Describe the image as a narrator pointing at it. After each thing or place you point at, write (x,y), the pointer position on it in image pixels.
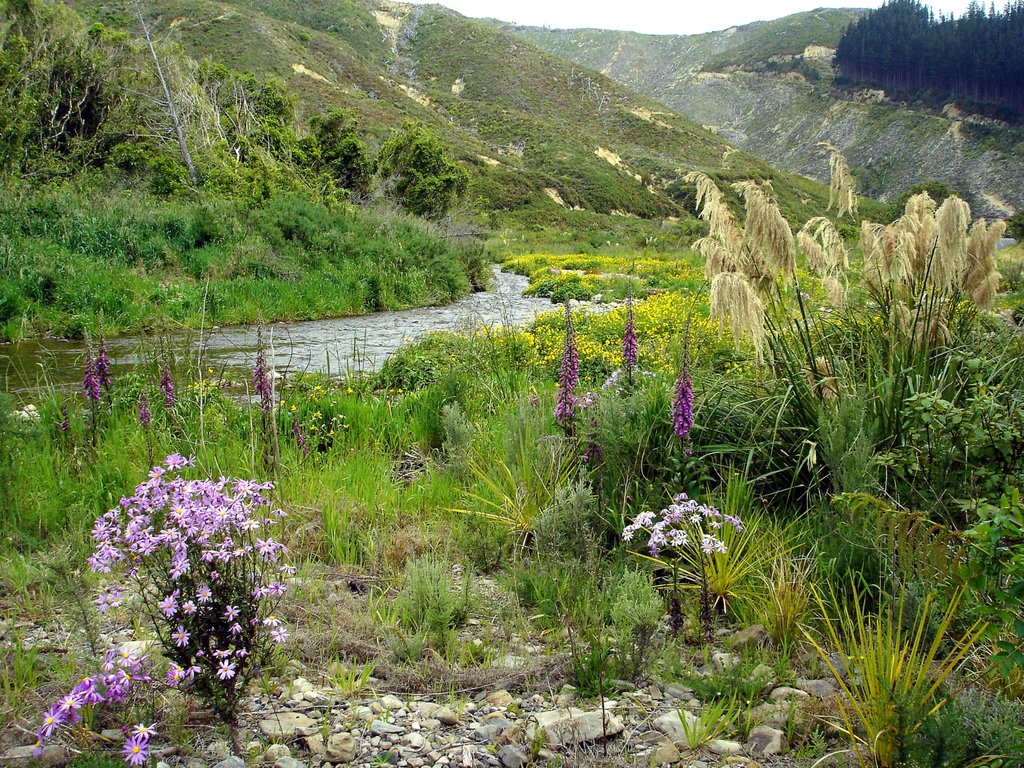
In this image I can see an open grass ground (444,345) and in the front (255,664) I can see number of flowers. I can also see water (245,332) in the centre (507,275) and in the background (992,13) I can see number of trees (434,197).
